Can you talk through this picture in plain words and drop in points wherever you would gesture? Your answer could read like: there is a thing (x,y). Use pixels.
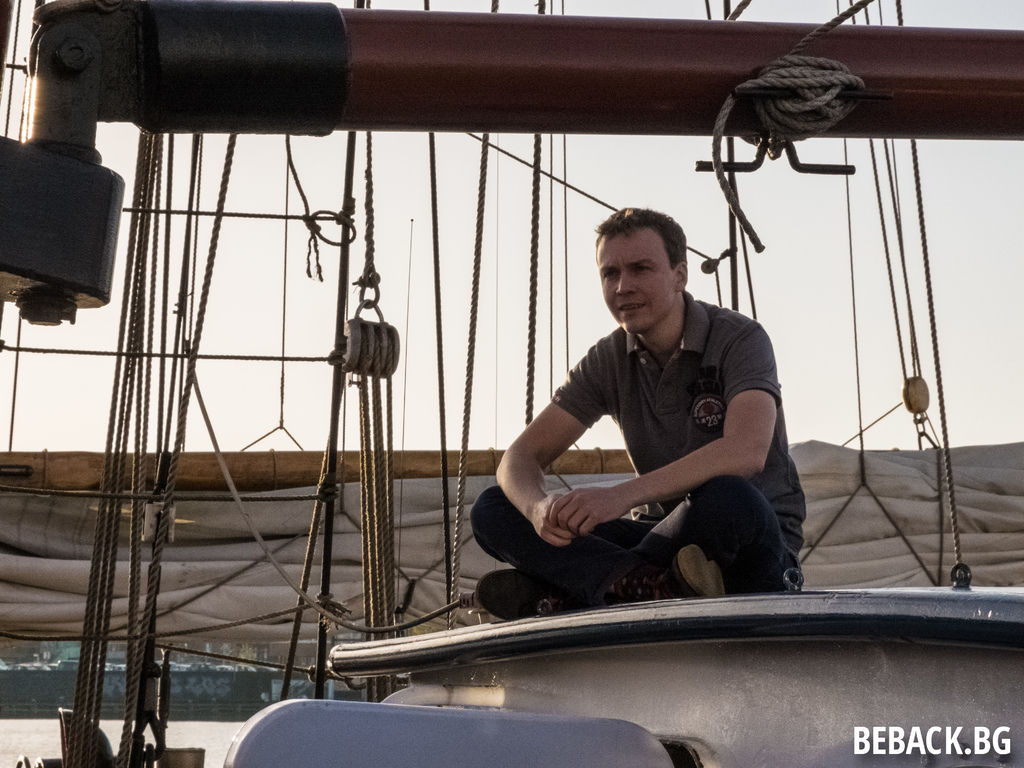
There is a man (542,468) sitting on something. In the back (309,231) there are ropes (437,226). In the right bottom corner (920,735) there is a watermark (956,737).
